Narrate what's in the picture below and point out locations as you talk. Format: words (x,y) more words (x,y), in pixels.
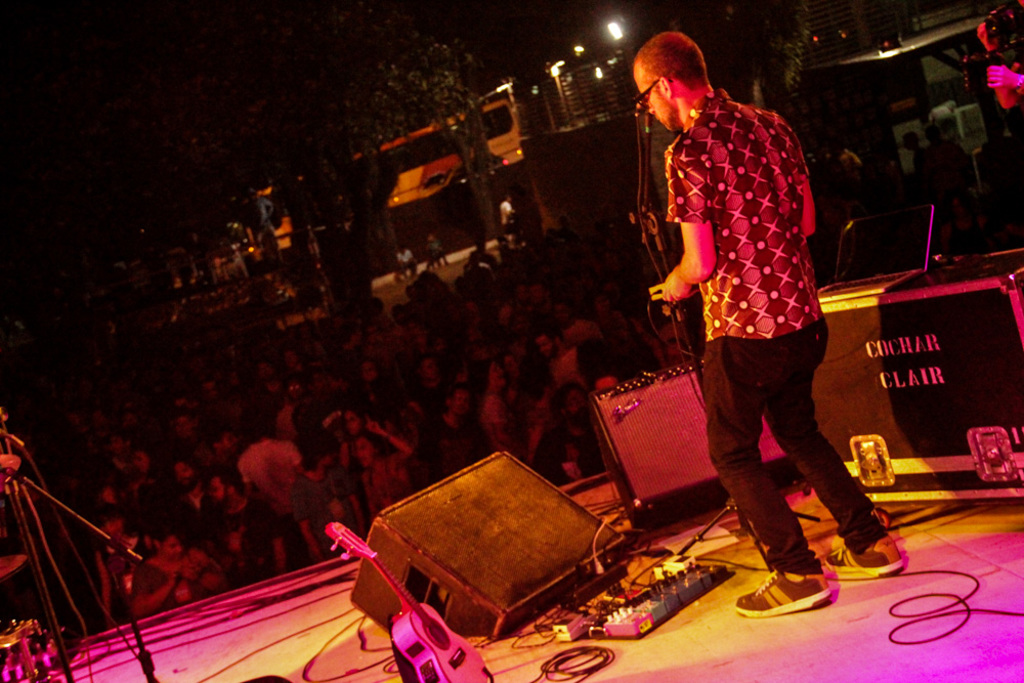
In this picture there is a man (801,316) who is standing near to the mic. In front of him we can see the speakers (542,545), guitar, cable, socket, musical instruments (648,617) and other objects (710,579). In front of the stage (607,491) we can see the group of persons (113,413) were dancing. In the background (375,160) there is a bus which is parked near to the trees (368,205) and lights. On the top right corner (994,75) there is a man (1022,74) who is holding a camera (1016,46).
